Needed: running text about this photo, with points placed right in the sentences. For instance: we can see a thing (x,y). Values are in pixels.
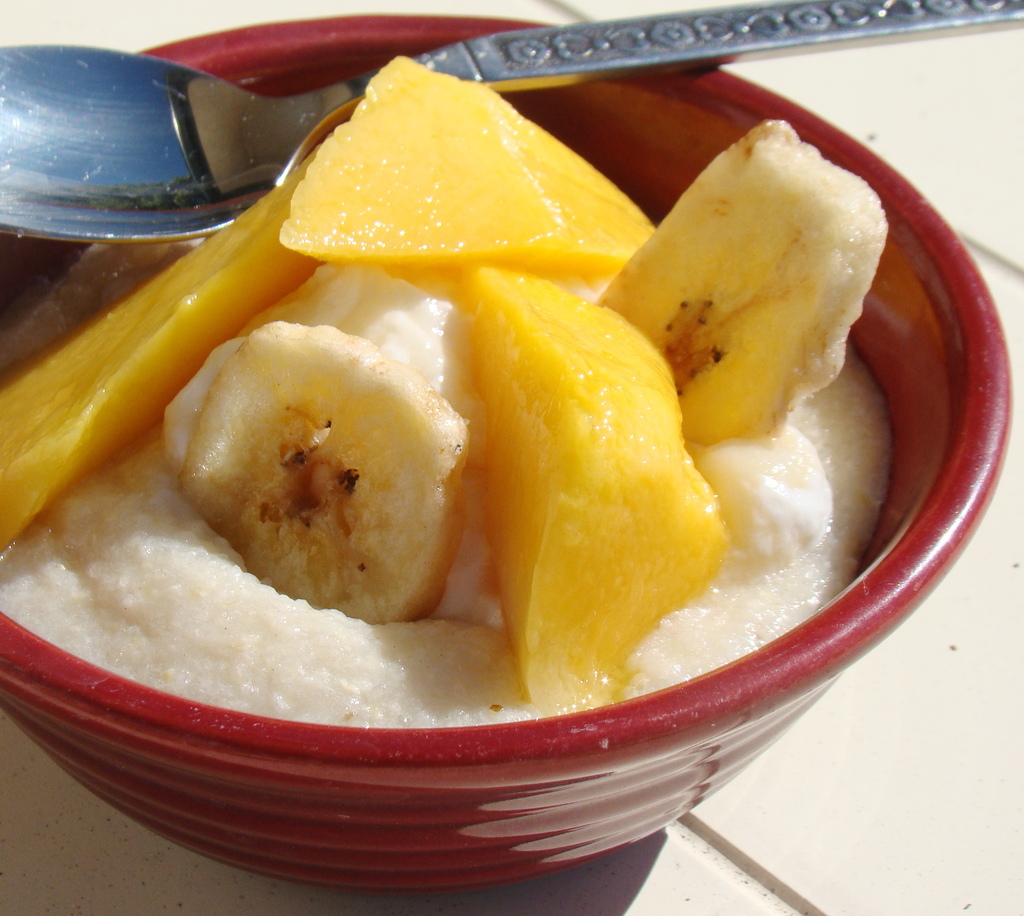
In the foreground of this image (469,698), there is a red bowl (329,733) with fruits (664,352) and white color creamy like substance (250,690) is in it. There is a spoon (322,102) on the bowl (473,802) and the bowl (701,721) is placed on a white surface (794,866).
